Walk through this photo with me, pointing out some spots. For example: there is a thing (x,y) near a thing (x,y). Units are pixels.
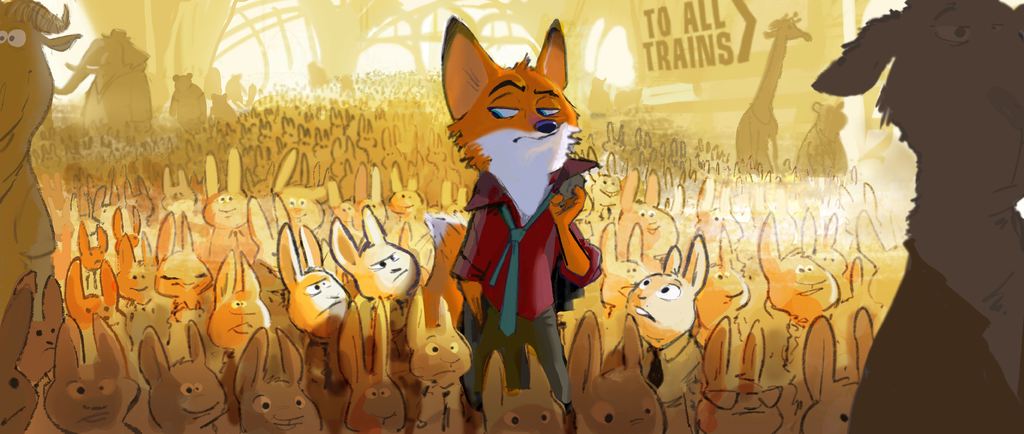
In this picture, we see the cartoons (462,271). On the right side (699,48), we see some text (707,64) written. In the background (289,29), we see a wall (186,49) and the windows (479,33). This picture might be a poster containing many cartoons (321,248).
